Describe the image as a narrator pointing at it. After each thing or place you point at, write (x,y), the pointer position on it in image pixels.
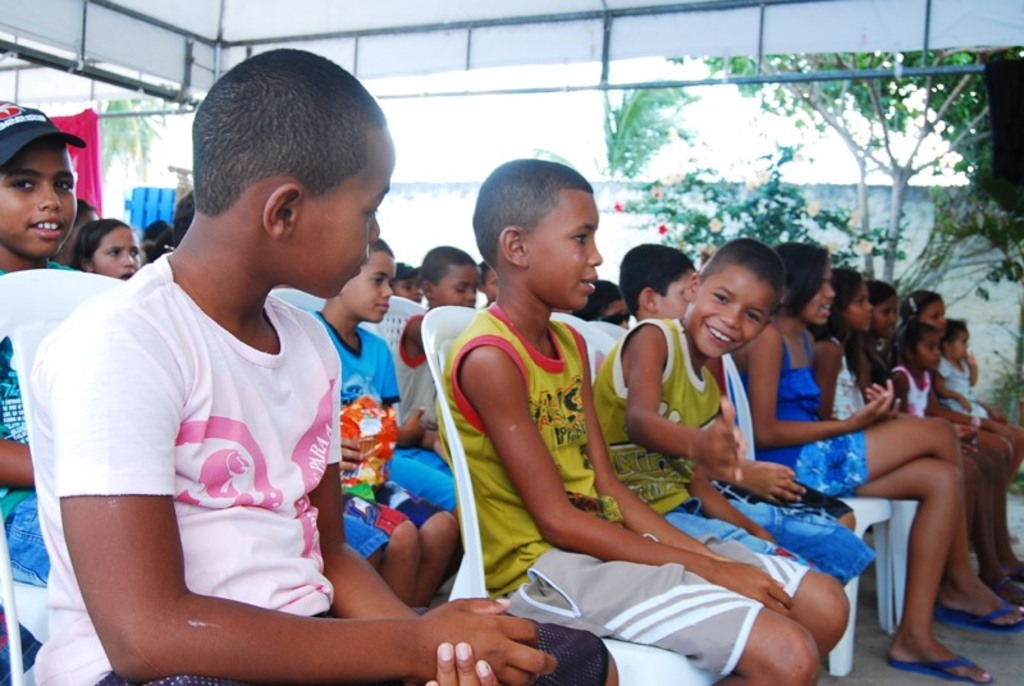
In this image we can see group of children (651,431) sitting on chairs (886,625) placed on floor (879,652). In the background (966,240), we can see group of trees (634,130), plants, shed (394,38) and sky (398,130).
